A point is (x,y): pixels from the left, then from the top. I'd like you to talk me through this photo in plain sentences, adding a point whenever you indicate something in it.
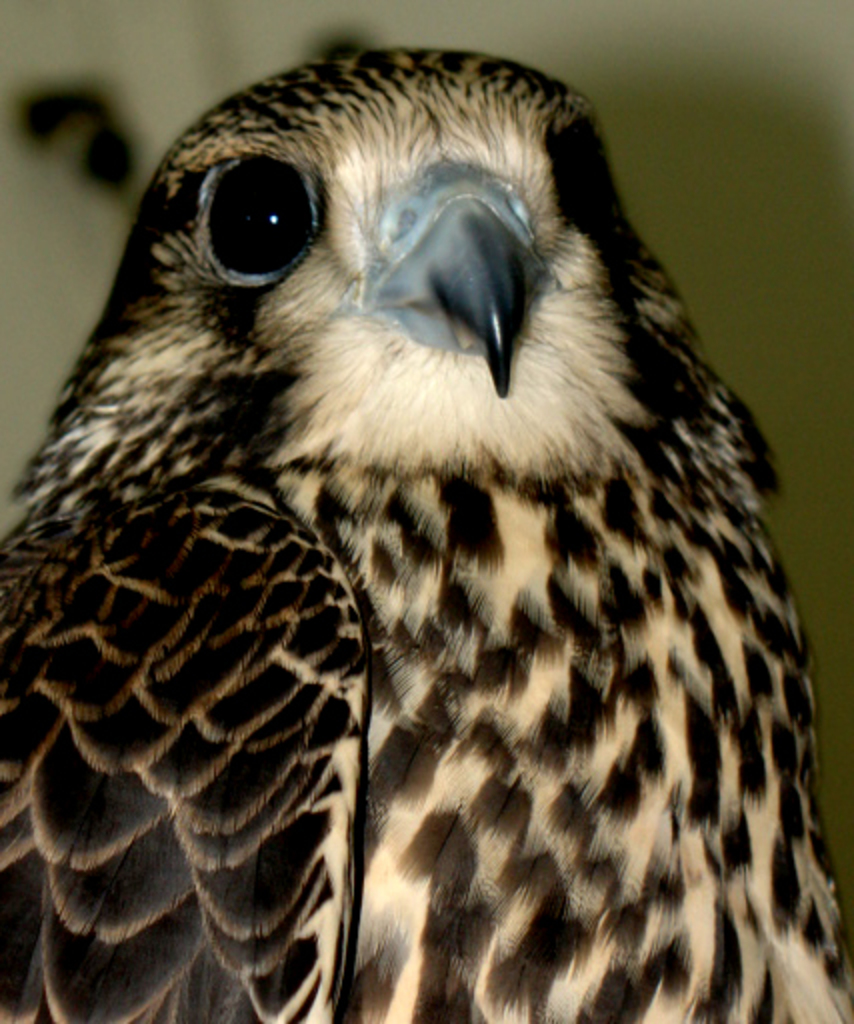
In the picture I can see a bird (402,625). The background of the image (836,417) is blurred.
